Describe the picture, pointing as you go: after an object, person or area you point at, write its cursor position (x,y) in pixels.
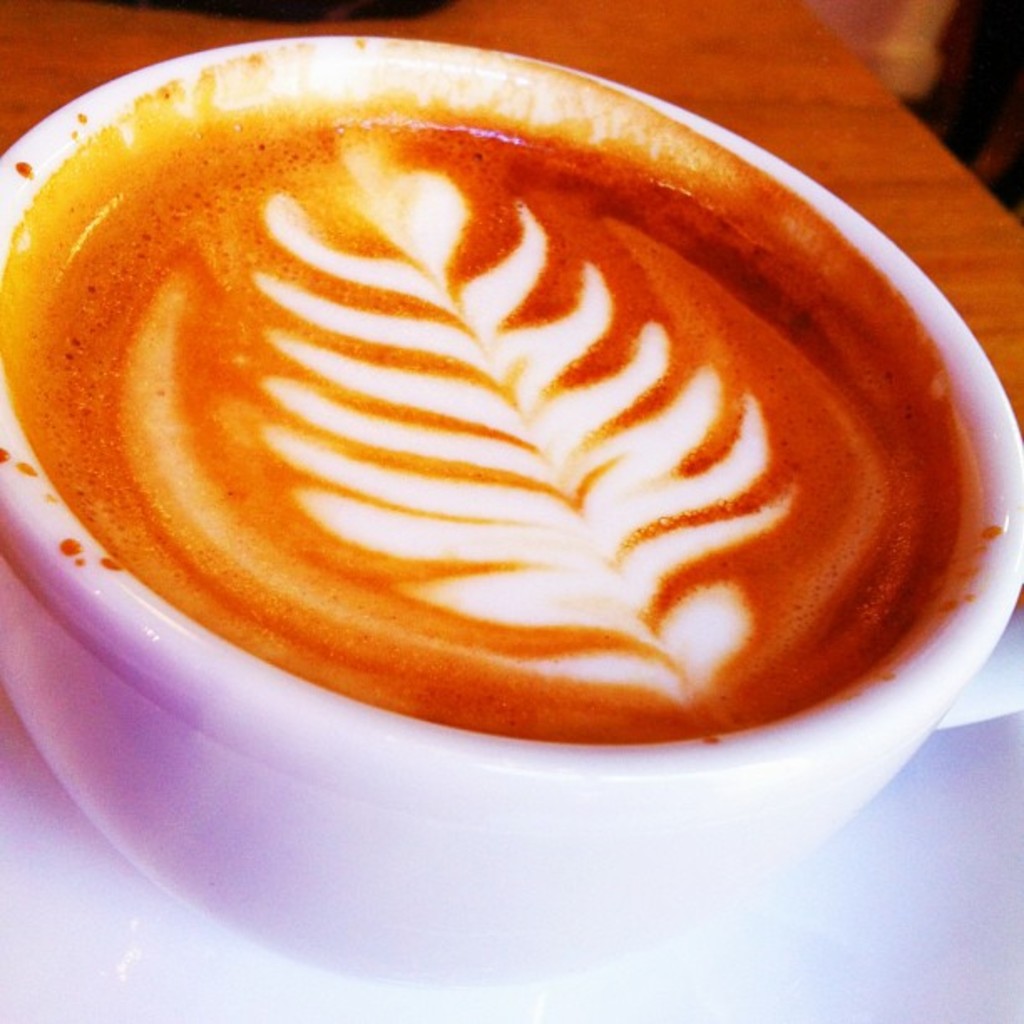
This is the cup (421,936), which is filled with coffee (268,646). I can see the latte art (454,479) on the coffee (284,553). This looks like a wooden table (773,118). I think this is the saucer (667,1006).
